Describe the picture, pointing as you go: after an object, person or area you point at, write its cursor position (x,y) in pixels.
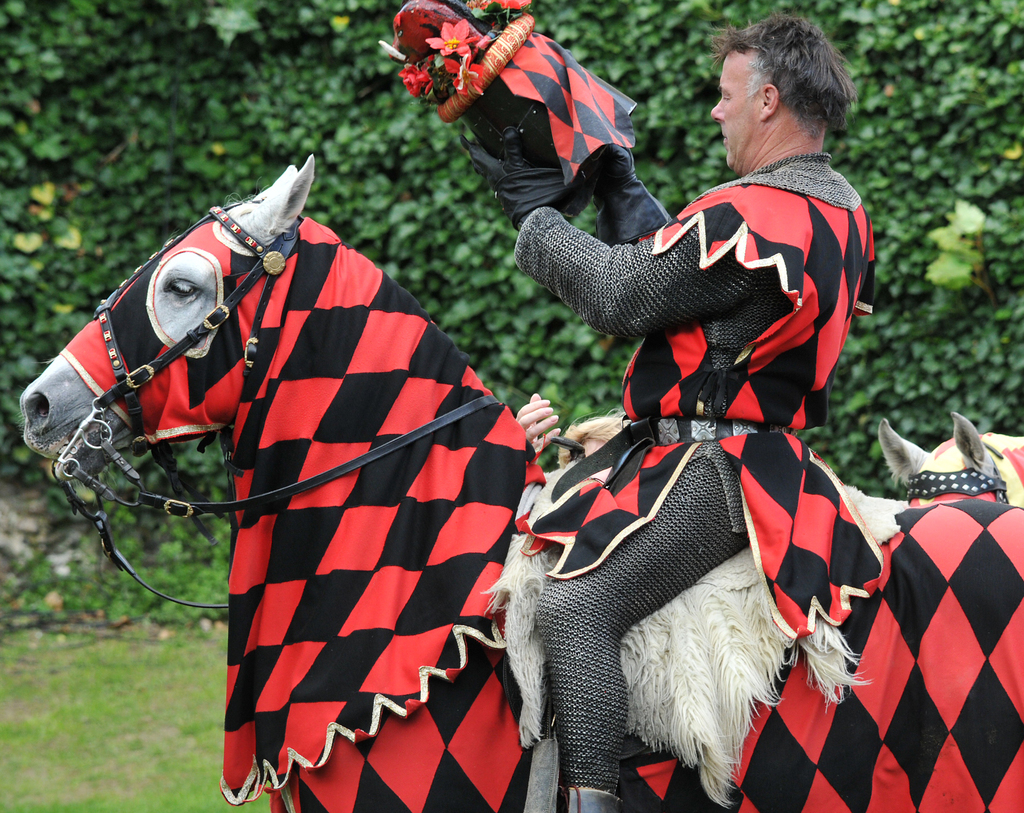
In this picture we can see a man (671,228) riding a horse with some costumes (701,311), in the background (309,141) we can see some trees (172,115) and in the bottom (97,681) we can see some grass (102,730).
